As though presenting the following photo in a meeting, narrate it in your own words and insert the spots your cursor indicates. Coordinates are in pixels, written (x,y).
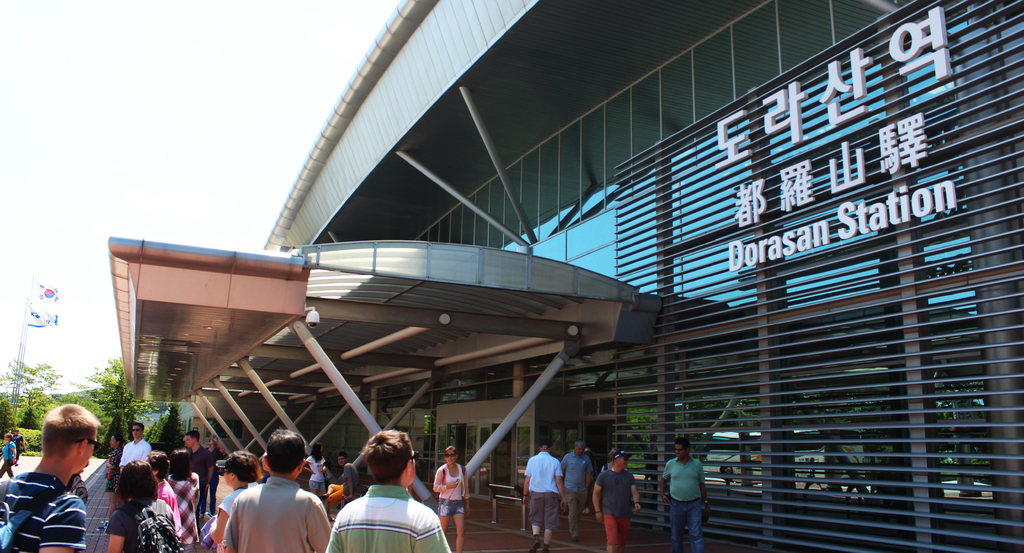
In this image there are so many group of people (537,467) standing in front of a building (848,243), beside that there is a flag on the pole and so many trees (28,413).
